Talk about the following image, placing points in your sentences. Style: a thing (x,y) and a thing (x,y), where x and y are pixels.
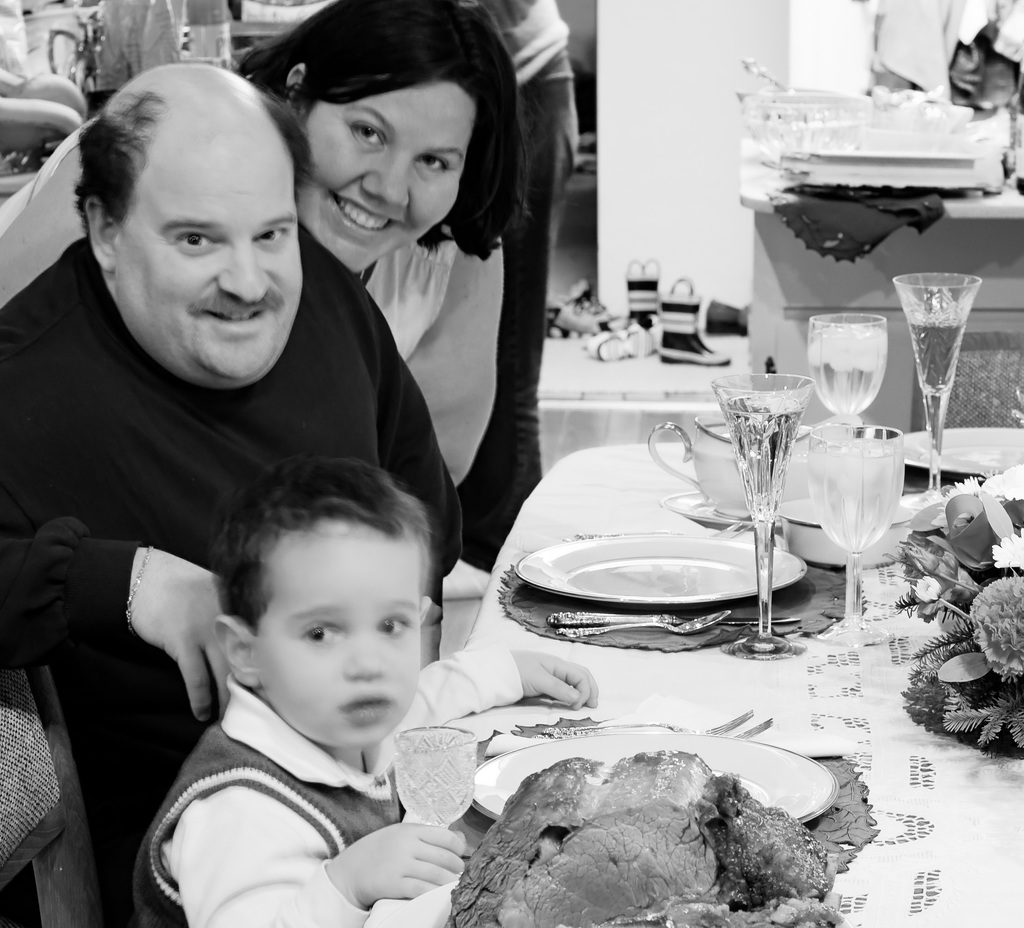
In this picture there is a dining table (622,448) on the right side of the image (889,536), on which there are glasses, plates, and food items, there are people (388,127) on the left side of the image (202,466) and there is an other man (520,14) behind them, there are shoes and utensils (209,11) on the desks (1005,136) in the background area of the image (977,119).
